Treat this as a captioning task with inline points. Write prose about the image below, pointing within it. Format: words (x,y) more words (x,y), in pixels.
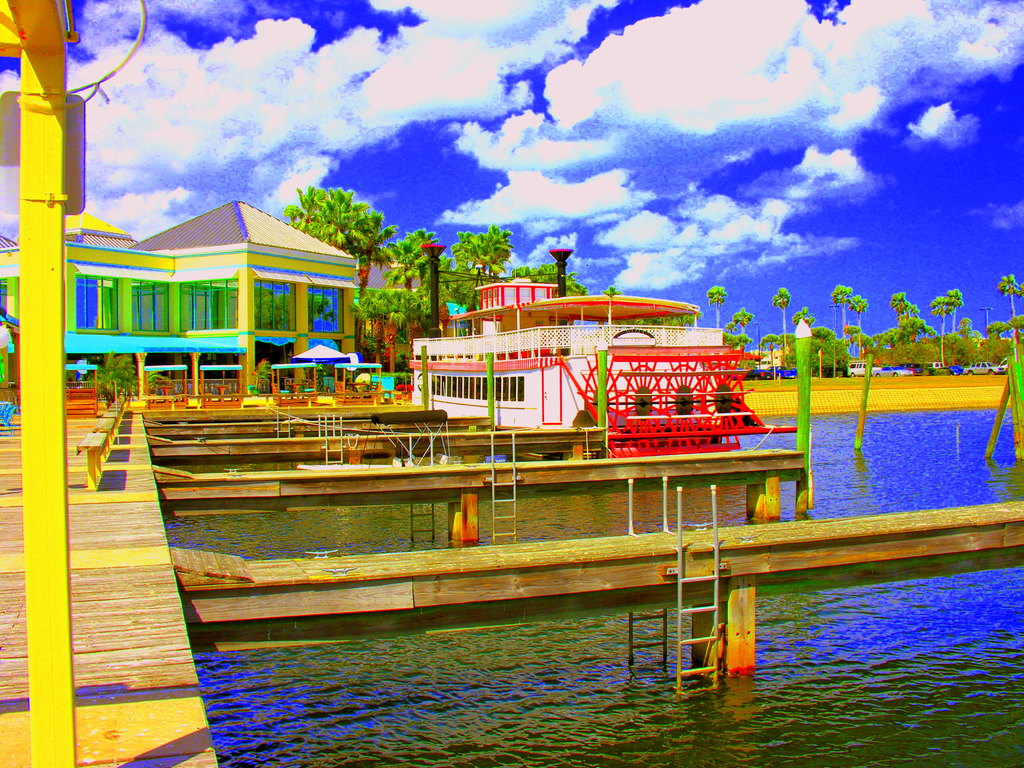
In this image I can see a white colour boat (577,335) on the water (851,494). I can also see number of poles (804,399), the platforms (746,483), ladders (697,567) and on the left side of the image (81,405) I can see few benches (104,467). In the background (851,329) I can see number of trees (449,266), few plants (151,388), a building (243,300), clouds (429,63) and the sky (290,2).
